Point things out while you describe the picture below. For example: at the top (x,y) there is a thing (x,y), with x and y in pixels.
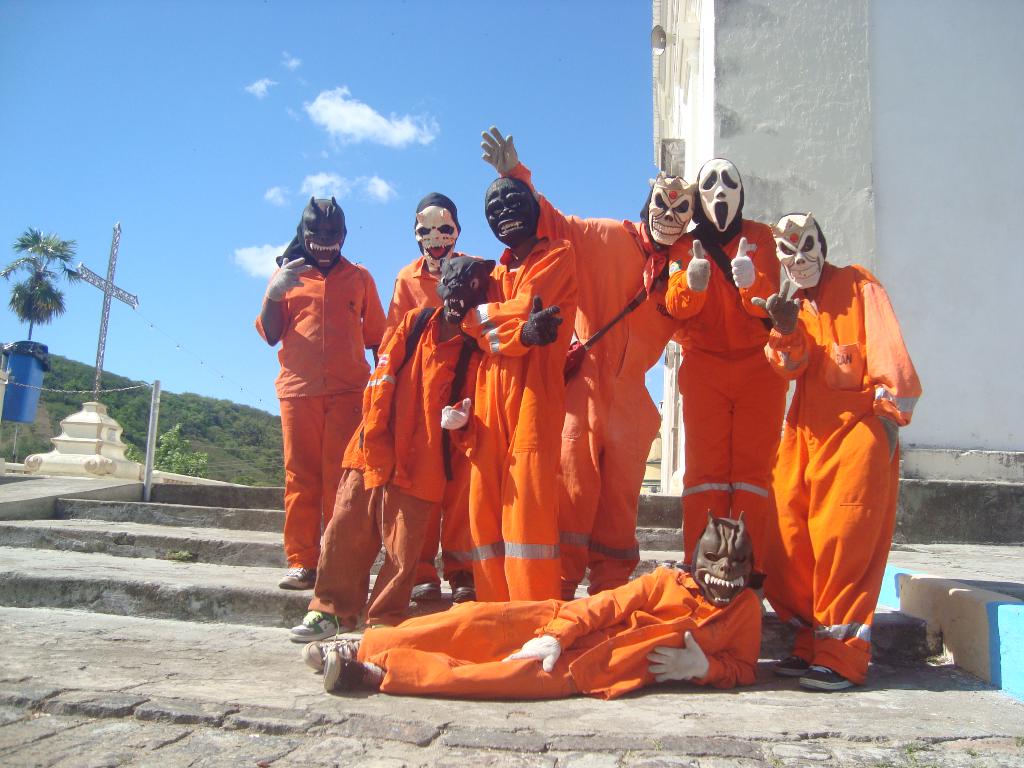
In this image we can see a group of people (521,559) are wearing same type of dress (593,660) which is in orange color and wore different types of face masks (720,578). I think they're taking a photograph.
